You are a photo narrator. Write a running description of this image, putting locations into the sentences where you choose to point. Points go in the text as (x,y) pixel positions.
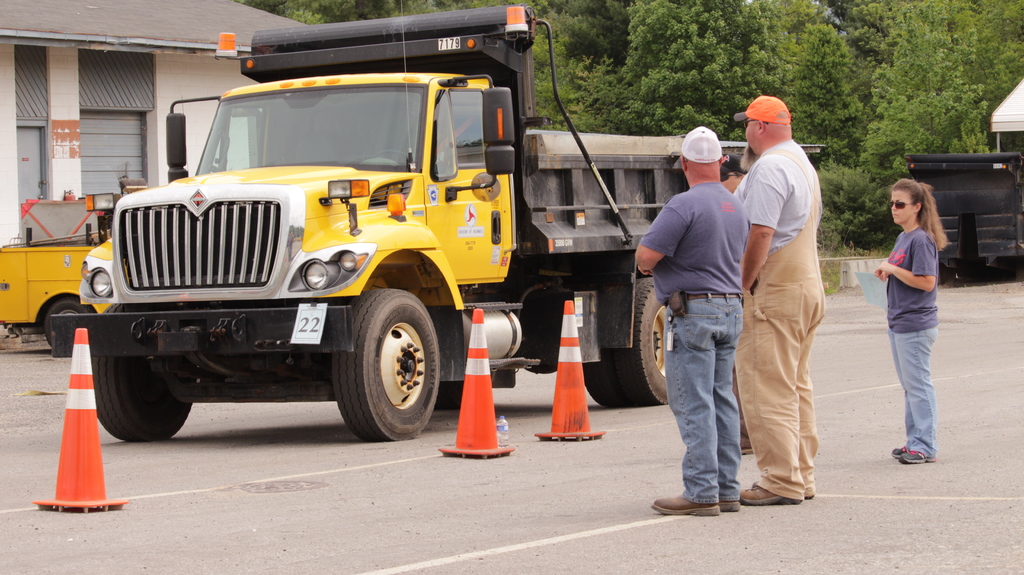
In this image we can see a truck (331,286) on the road (263,445). There are safety cones (574,363). There are people (796,347) standing. In the background of the image (788,98) there are trees (943,59). There is a house (76,54). At the bottom of the image (494,537) there is road (437,539).
